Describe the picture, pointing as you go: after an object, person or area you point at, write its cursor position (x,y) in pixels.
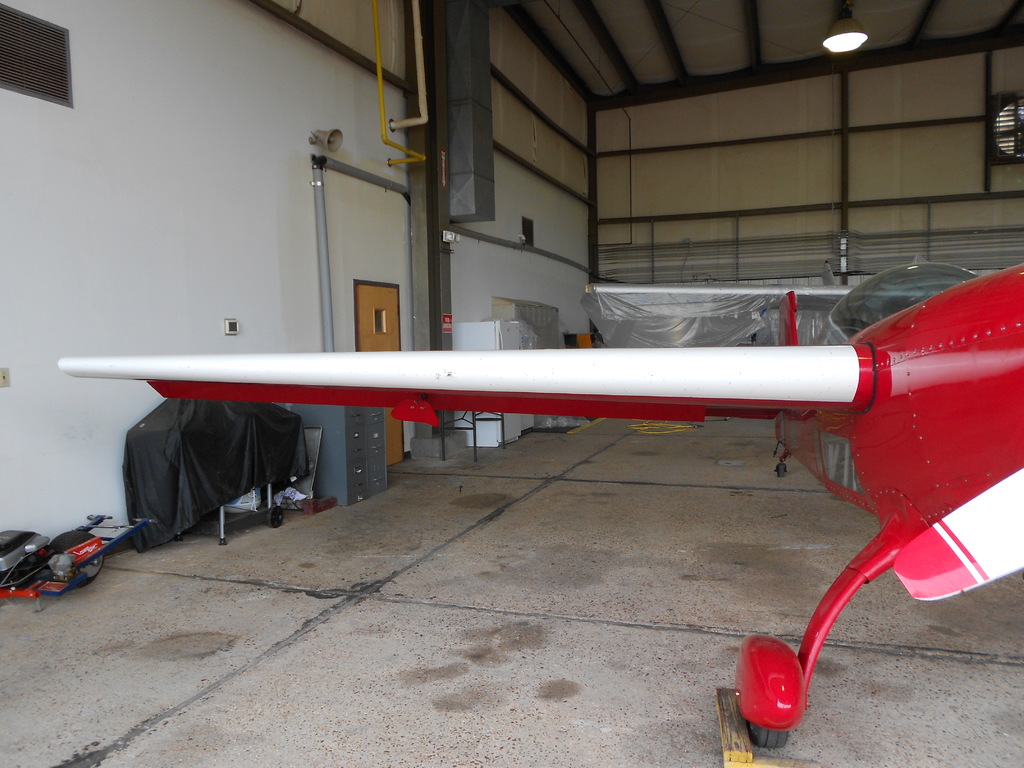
In the foreground of the picture (611,403) there is an aircraft (842,338). At the bottom (542,676) it is floor (339,535). On the left (231,443) there are some objects (301,452) and wall (191,97). At the top (712,14) there is light (844,43) and ceiling (906,13). In the center of the picture (465,293) there are pipe (400,147), boxes (506,328) and wall (487,260).
